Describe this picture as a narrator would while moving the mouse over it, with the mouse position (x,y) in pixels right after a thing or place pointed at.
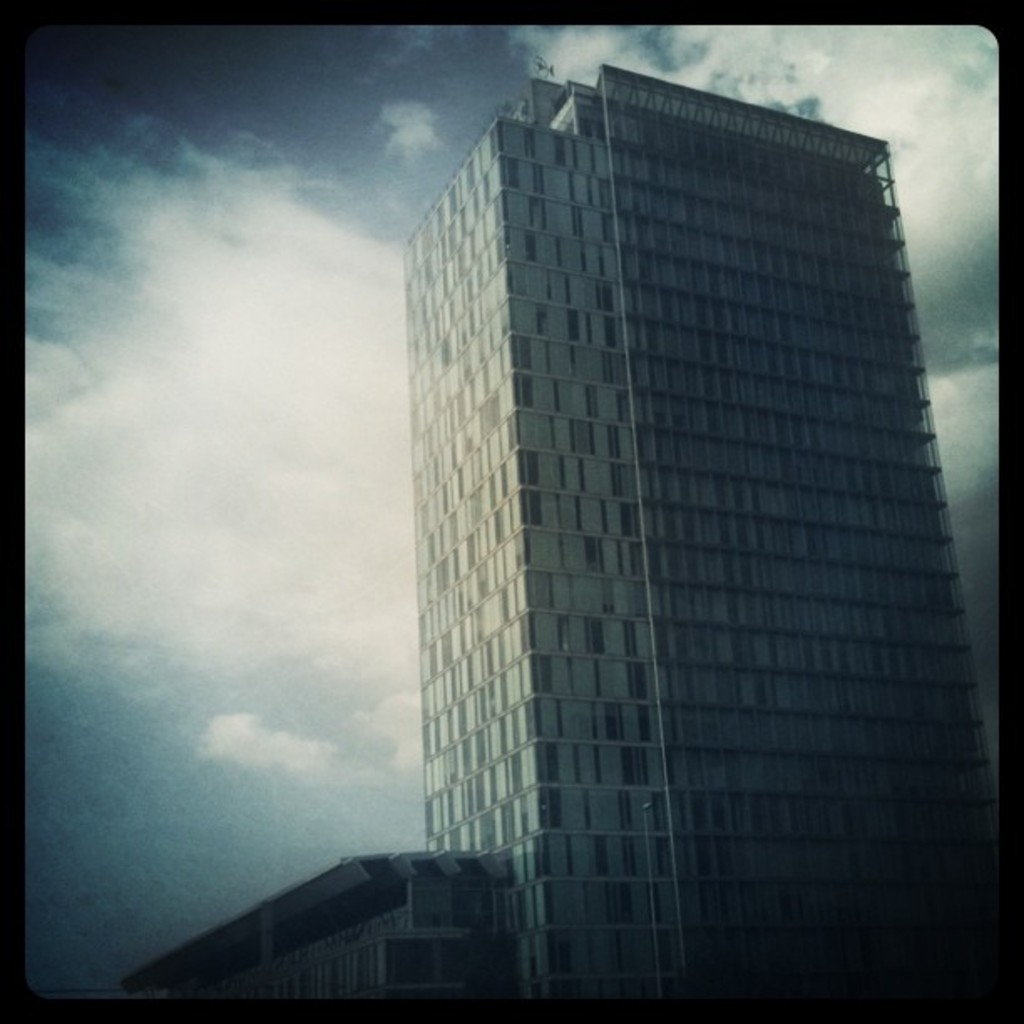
In this image I can see a building (748,820) in grey color, background (353,230) the sky (314,157) is in white and gray color.
